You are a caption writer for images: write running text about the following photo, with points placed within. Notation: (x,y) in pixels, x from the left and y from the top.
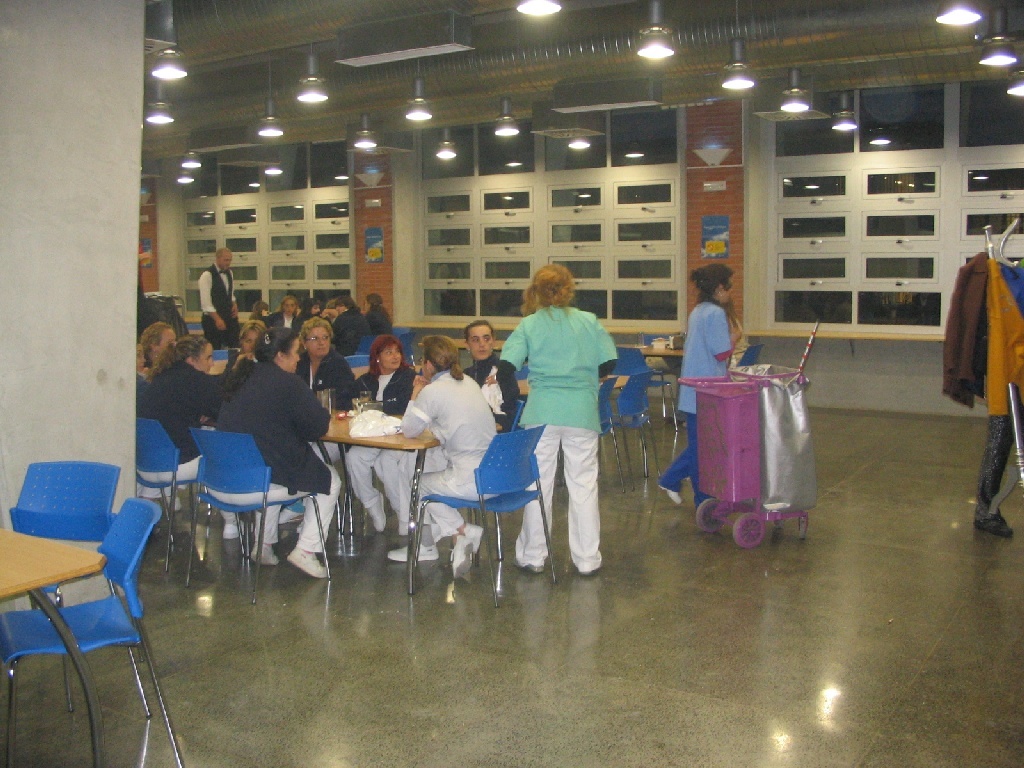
In this image there are group of people (461,415) who are sitting around a table (351,443). At the top (288,72) there is a ceiling (248,60) and lights (318,95) attached to it. In the middle (554,261) there are different windows (618,218). To the right (700,407) there is a trolley (733,410). On the table (398,428) there is a cloth (368,414), glass (330,412). At the bottom (433,662) there is a floor (478,662).
